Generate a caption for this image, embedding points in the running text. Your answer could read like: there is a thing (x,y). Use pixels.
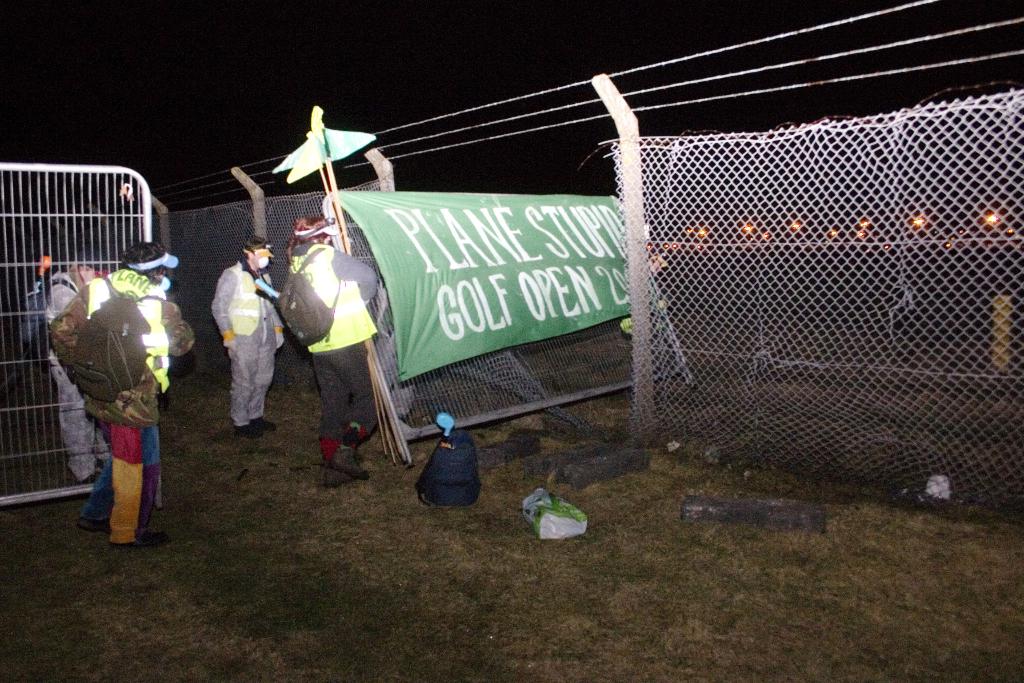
This image consists of few persons (70,471). At the bottom (455,638), there is green grass (562,642) on the ground (678,530). And we can see a backpack (442,492) in black color. On the left (8,463) and right, there is a fencing (937,417). In the middle (476,249), there is a banner (503,282) in green color. At the top (480,69), there is sky (484,85). On the right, we can see the lights (1010,231).
